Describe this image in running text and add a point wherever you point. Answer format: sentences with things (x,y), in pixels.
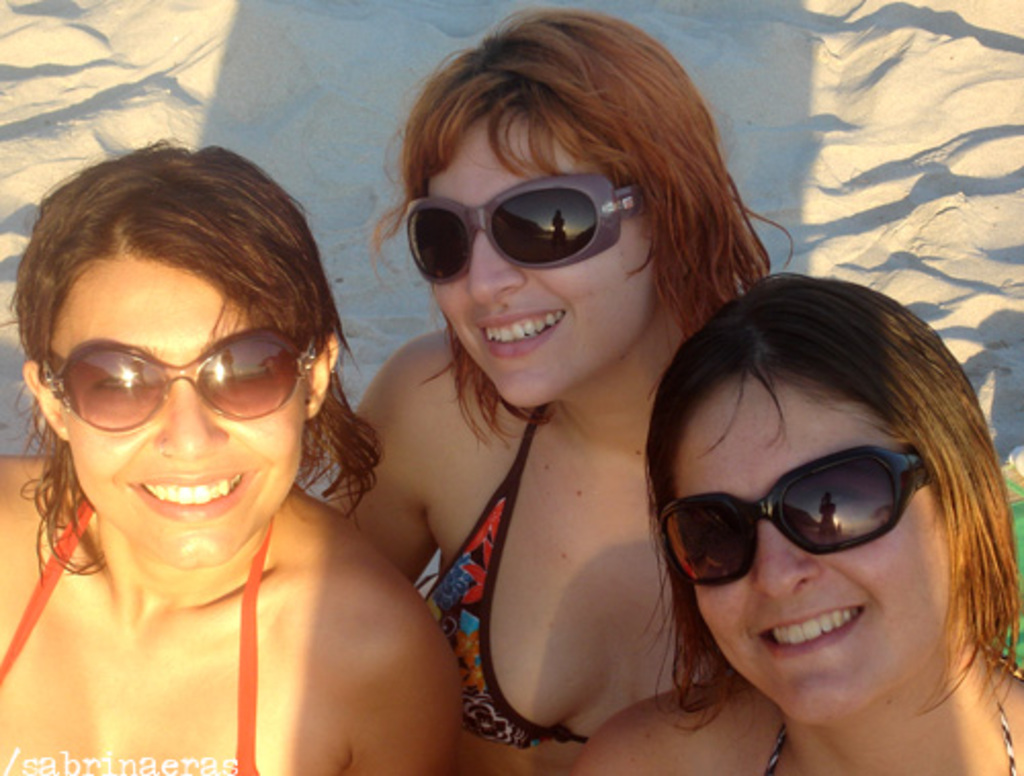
In the image we can see there are women (558,643) sitting on the ground (863,224) and there is sand (975,131) on the ground (339,112). They are wearing sunglasses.
